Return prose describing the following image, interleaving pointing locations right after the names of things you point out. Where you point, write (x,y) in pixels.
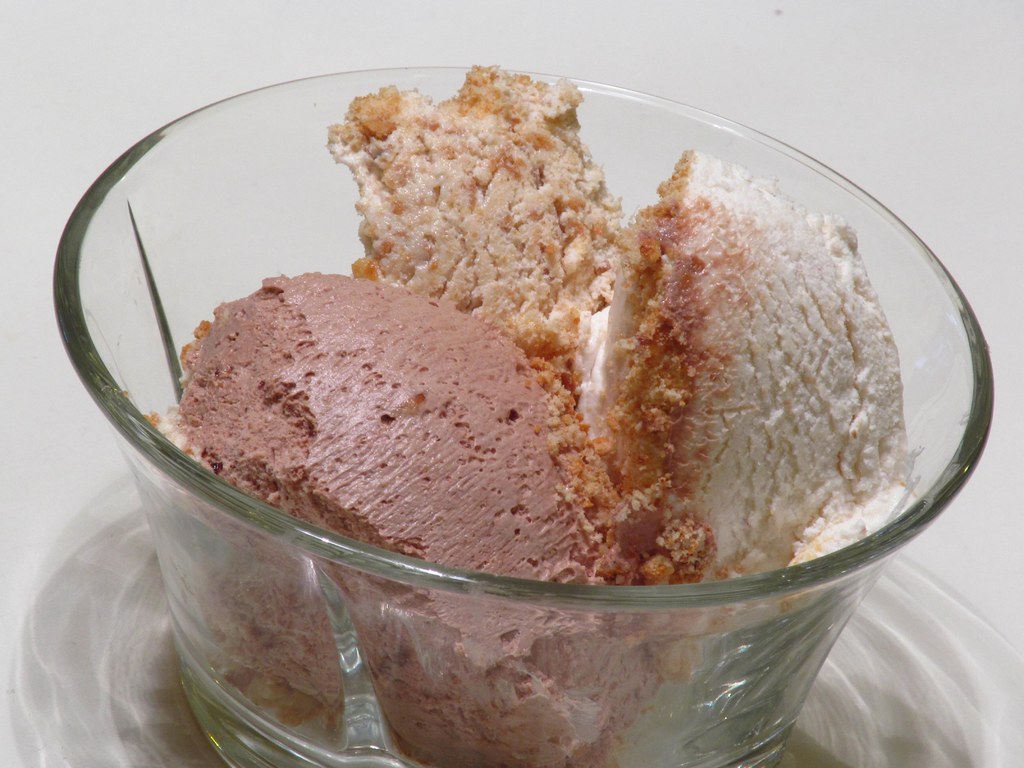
In this picture we can see a glass bowl (199,484) in the front (740,767), there is some food (408,489) in the bowl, we can see a plain background (841,55).
